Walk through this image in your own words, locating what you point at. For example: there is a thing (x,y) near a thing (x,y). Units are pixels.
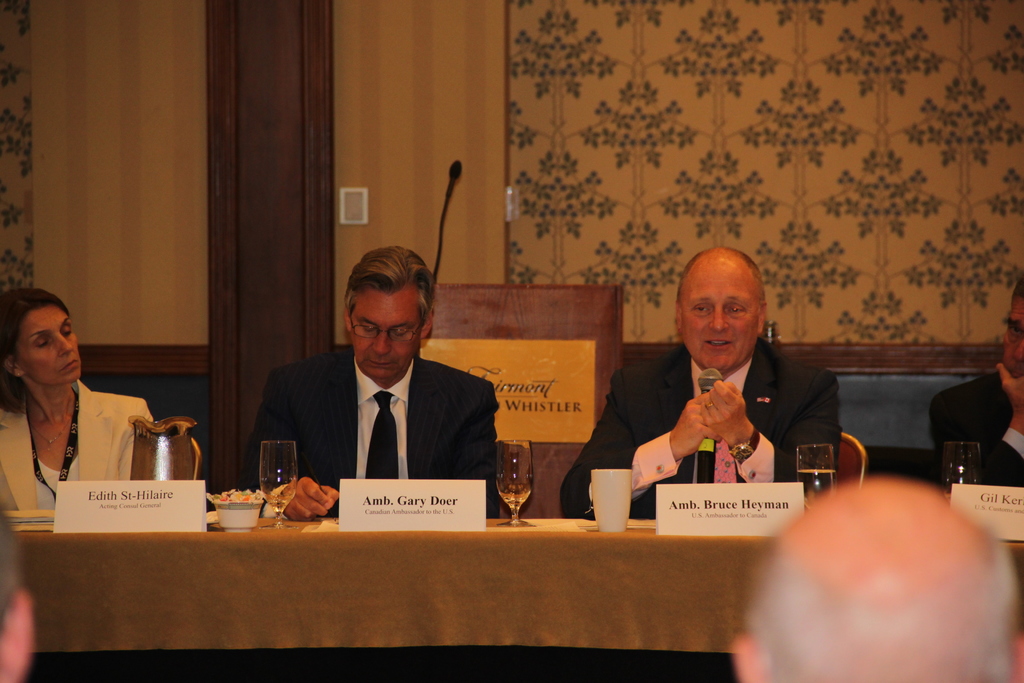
In this image I can see few people (647,416) are sitting in-front of the table (594,544). These people (378,384) are wearing the different color dresses (315,400). And I can see one person (700,416) is holding the mic (706,389). On the table (396,539) I can see few glasses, cups (604,507) and the white color boards (395,513) and the names (372,511) are written on the boards (668,508). In the back (431,233) I can see the wall (537,170) with the paint (534,141).
